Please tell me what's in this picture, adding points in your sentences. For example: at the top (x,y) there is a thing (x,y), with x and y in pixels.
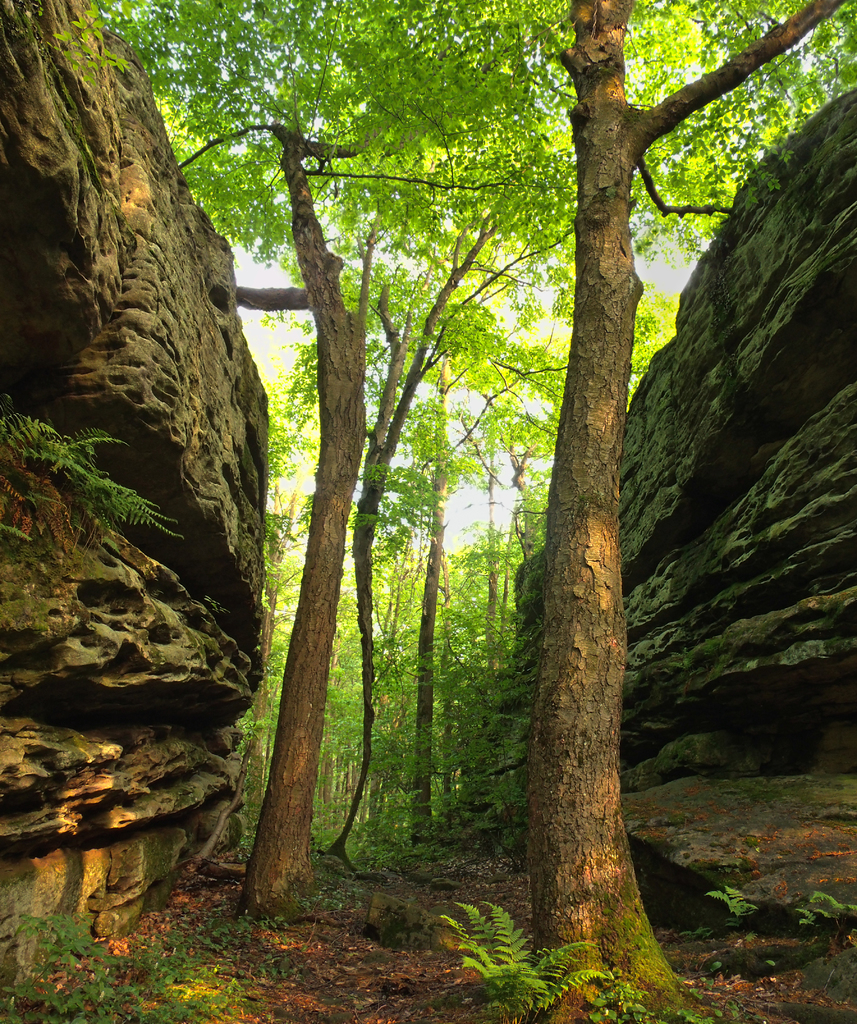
In this image there are trees (351,642) and there's grass (147,964) on the ground (139,958), On the left side (134,621) there is a rock (204,543).
